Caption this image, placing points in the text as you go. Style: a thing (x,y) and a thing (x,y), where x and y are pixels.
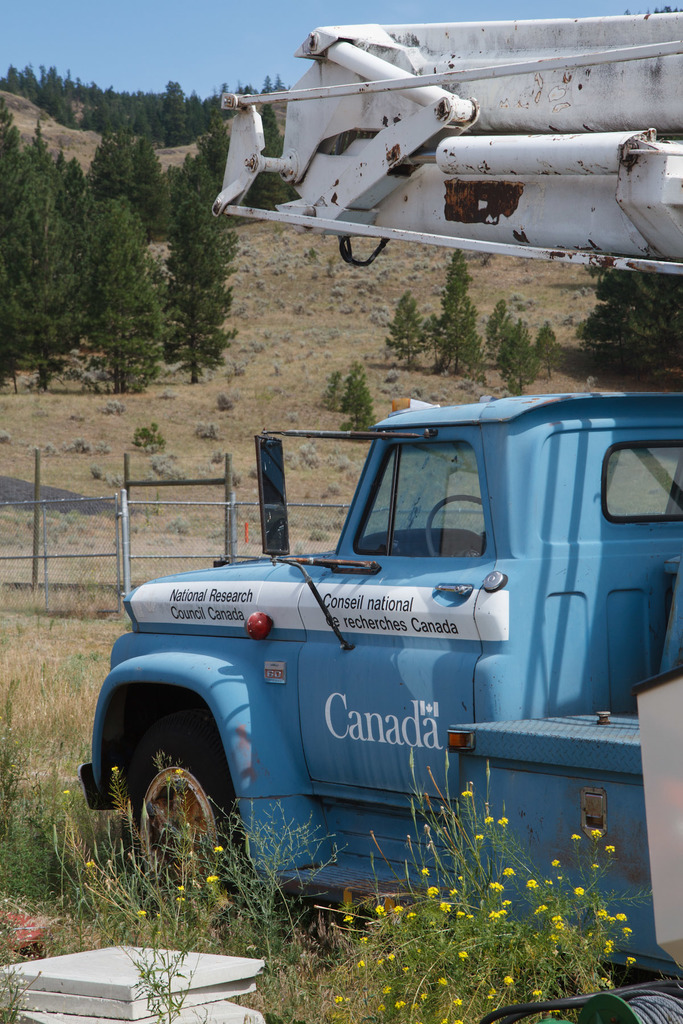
In this picture we can see a vehicle (318,619) on the ground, here we can see stone tiles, plants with flowers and in the background (170,83) we can see a fence (35,523), trees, sky (24,20).
